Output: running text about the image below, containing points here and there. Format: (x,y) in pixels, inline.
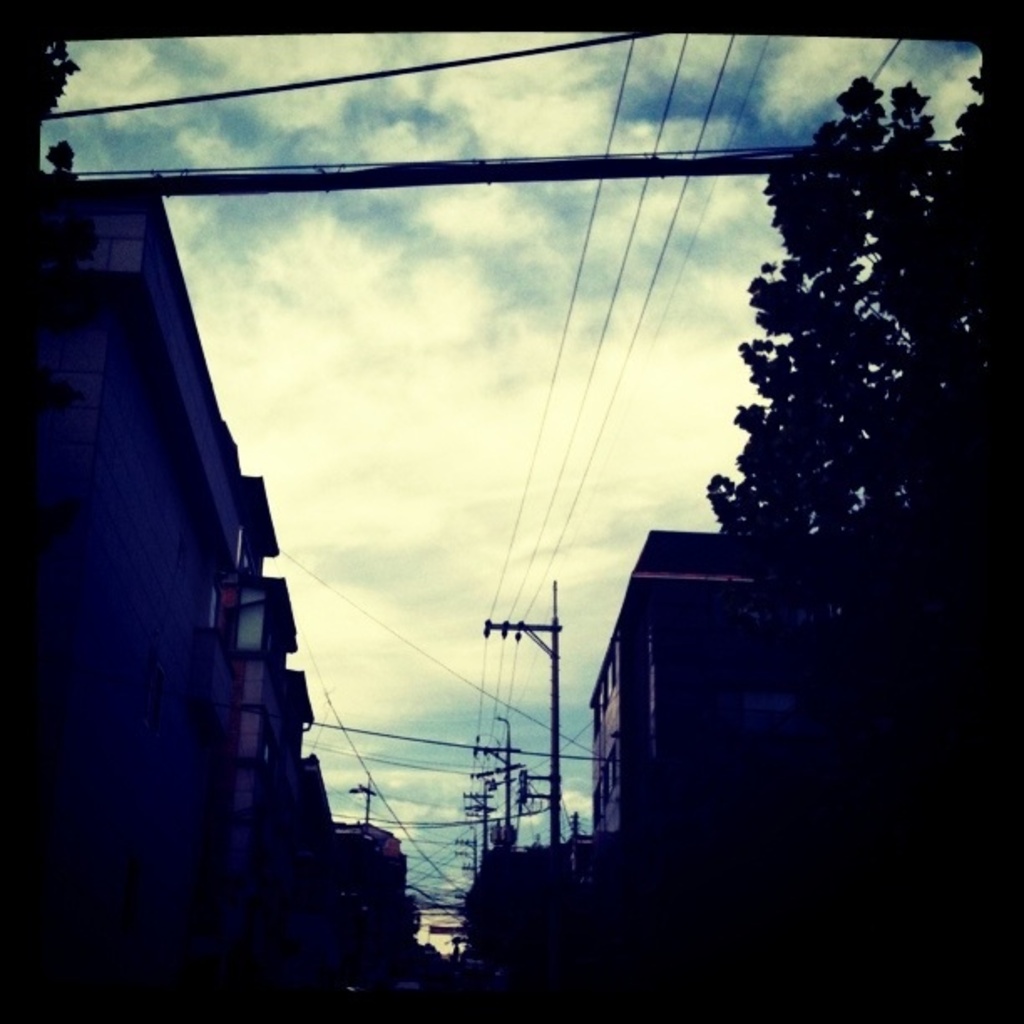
In this image we can see the dark picture and there are buildings (620,754), trees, current poles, wires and sky (401,350).
